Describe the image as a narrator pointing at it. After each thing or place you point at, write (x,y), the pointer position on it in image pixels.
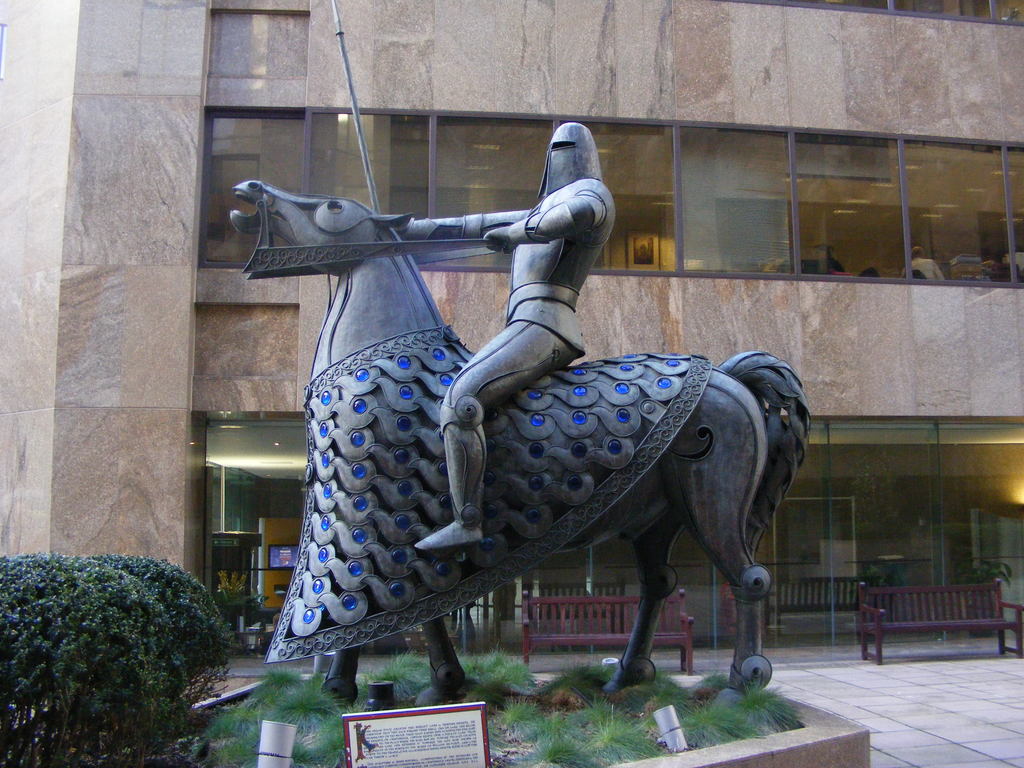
In this picture, we see the statue (353,441) of the man (527,309) riding the horse (364,214). At the bottom (660,685), we see the grass (661,700), lights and a board (407,727) in white color with some text (446,721) written on it. On the left side (127,642), we see the shrubs (51,673) or trees (170,630). Behind the statue (476,589), we see the benches (888,633) and the railing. In the background (205,329), we see a building (905,183) in brown color. This building (839,400) has the glass windows (711,161).
